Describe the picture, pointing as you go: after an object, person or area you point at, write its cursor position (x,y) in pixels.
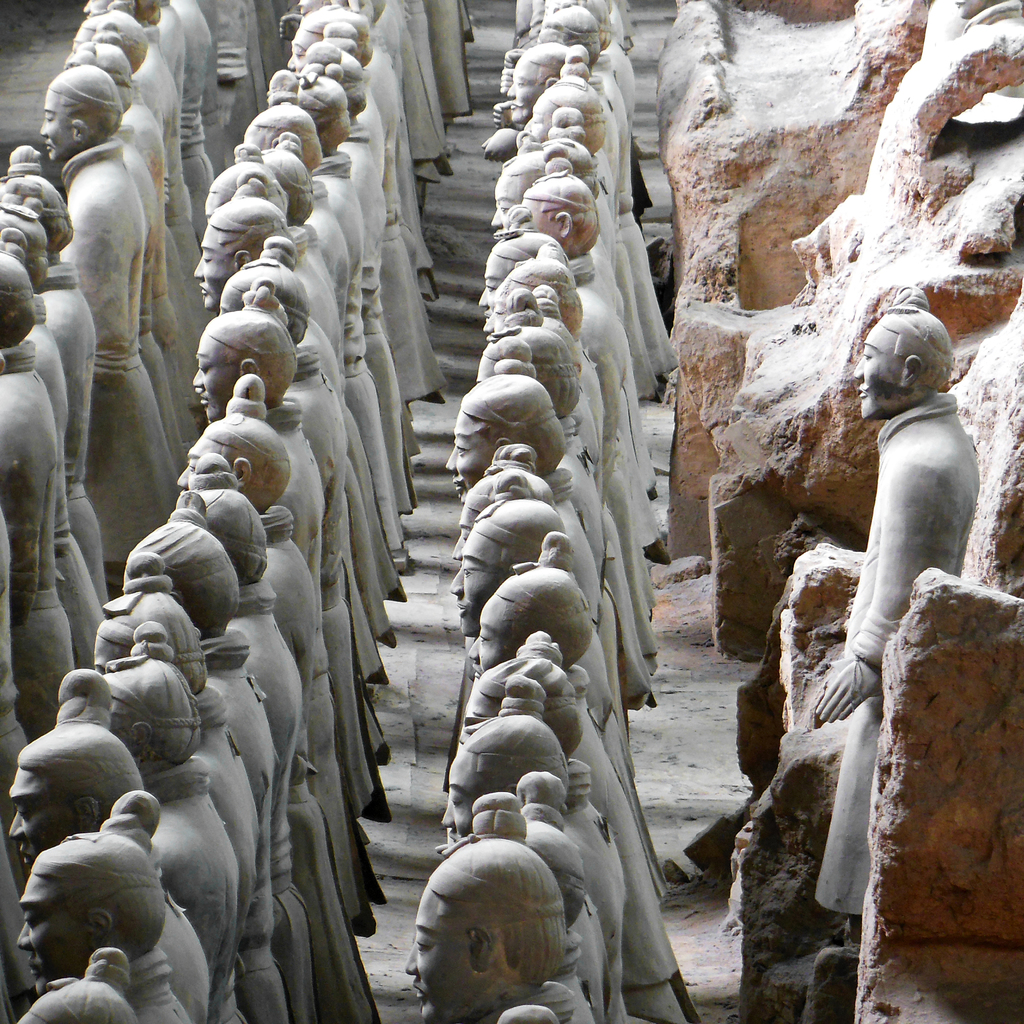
In this image there are many sculptures (226,243) on the ground (449,514). To the right (803,242) there are rocks (777,345).
